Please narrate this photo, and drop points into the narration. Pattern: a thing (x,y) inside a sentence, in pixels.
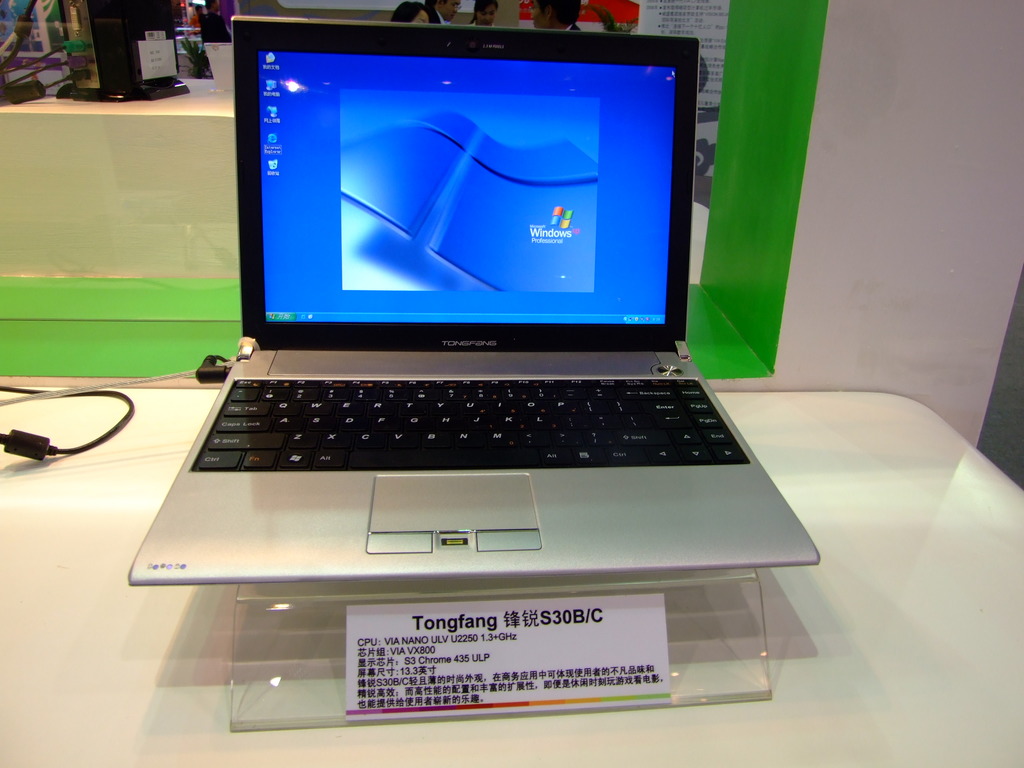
In this image there is a laptop (487,419) placed on the table (157,633). On back side we can see some people (422,5).
